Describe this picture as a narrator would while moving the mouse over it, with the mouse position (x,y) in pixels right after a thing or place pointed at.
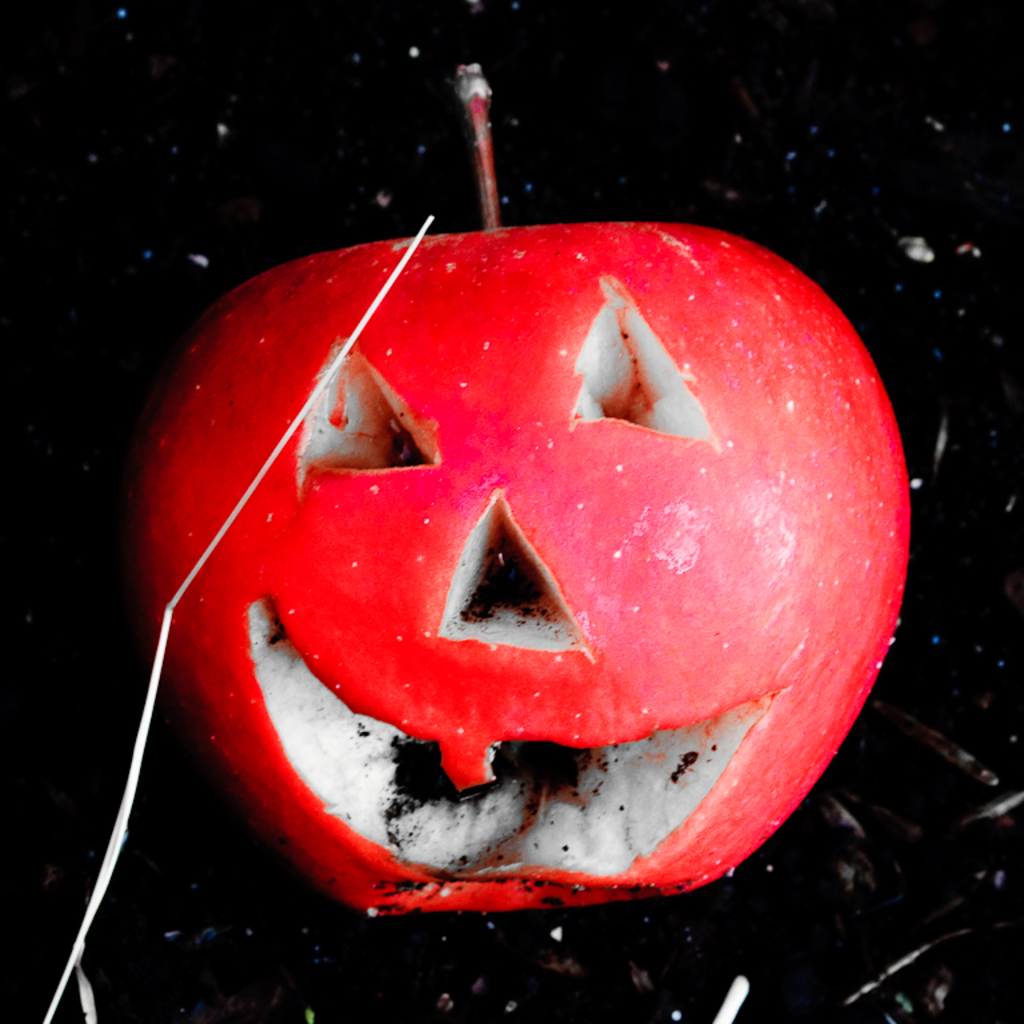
There is a red color apple (770,493) which is cut in the shape of person's face (712,513) on the ground (884,810). And background (873,99) is dark in color.
